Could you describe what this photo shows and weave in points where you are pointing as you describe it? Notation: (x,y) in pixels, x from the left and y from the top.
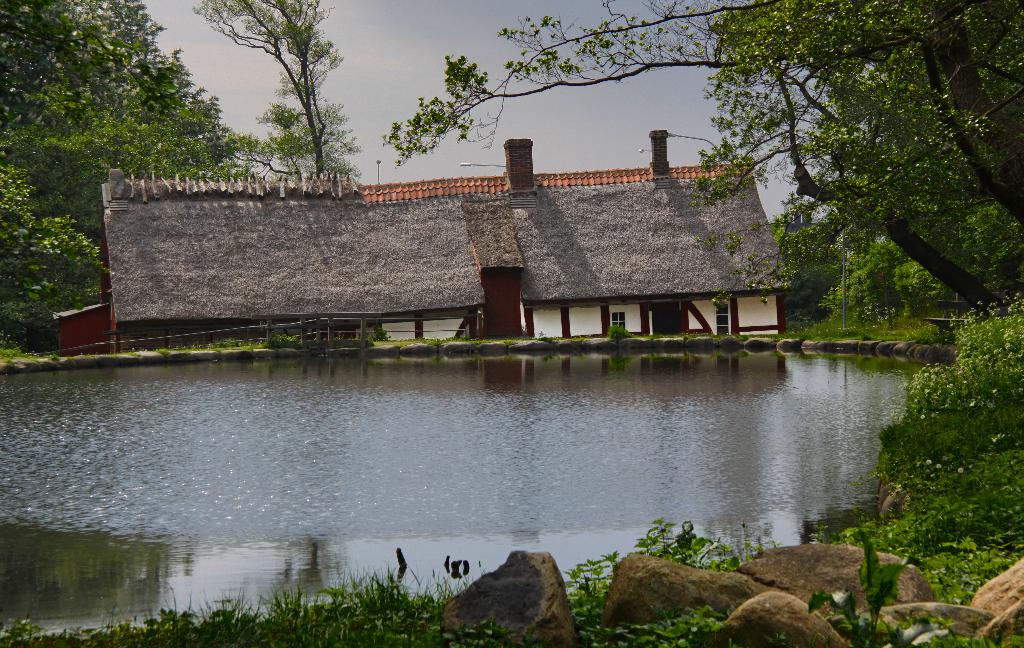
As we can see in the image there is water (314,418), houses (421,306), rocks (756,559), plants (960,380) and trees (162,109). At the top (582,75) there is sky (465,54).
